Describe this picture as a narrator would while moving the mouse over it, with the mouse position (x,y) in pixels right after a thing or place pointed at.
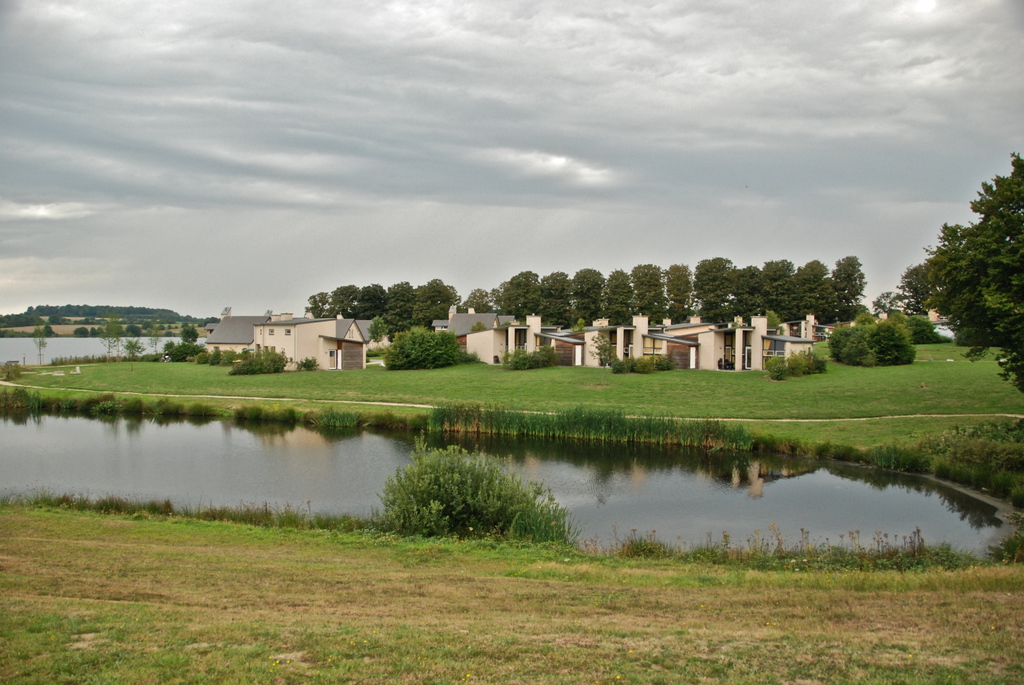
In this image we can see water (395,455). On the ground (202,371) there is grass (172,362). In the back (287,344) there are buildings (287,344) and trees (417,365). In the background (371,137) there is sky (411,137) with clouds (735,138).
